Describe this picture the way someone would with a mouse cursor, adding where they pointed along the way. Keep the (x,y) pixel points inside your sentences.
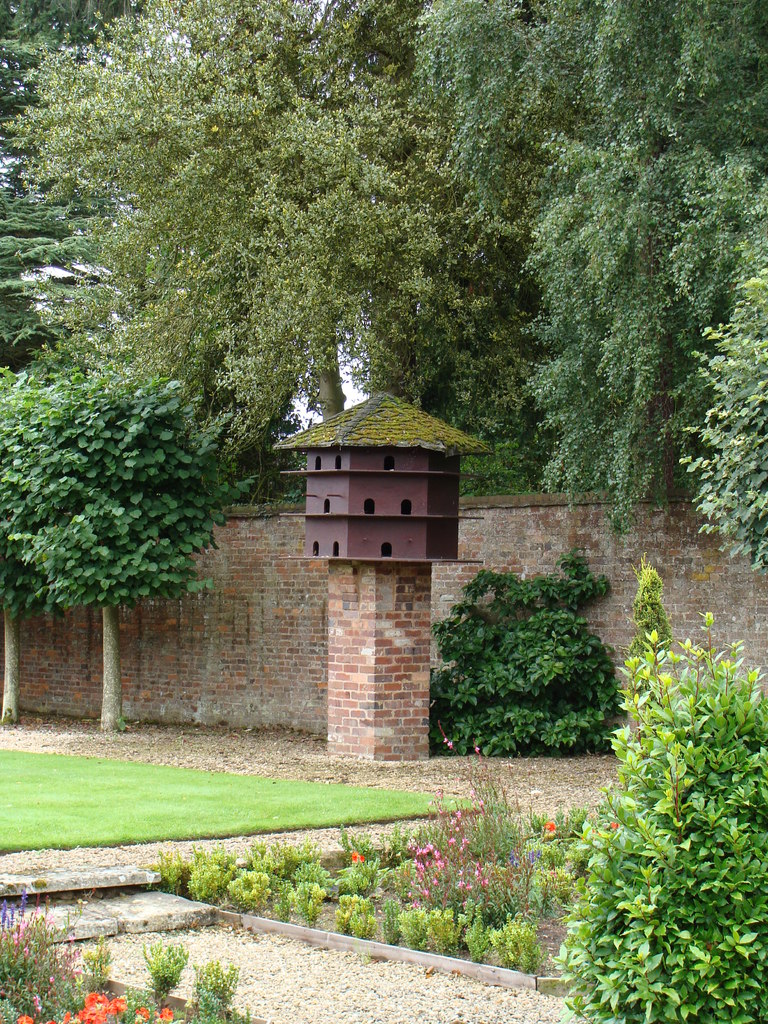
In this image there are many plants (296,898) and grass (180,780) on the ground (185,761). Also there are many trees (369,228). In the back (671,570) there is a brick wall (682,570). Also there is a bird house (395,494) on a stand (380,662) with bricks (364,653).
